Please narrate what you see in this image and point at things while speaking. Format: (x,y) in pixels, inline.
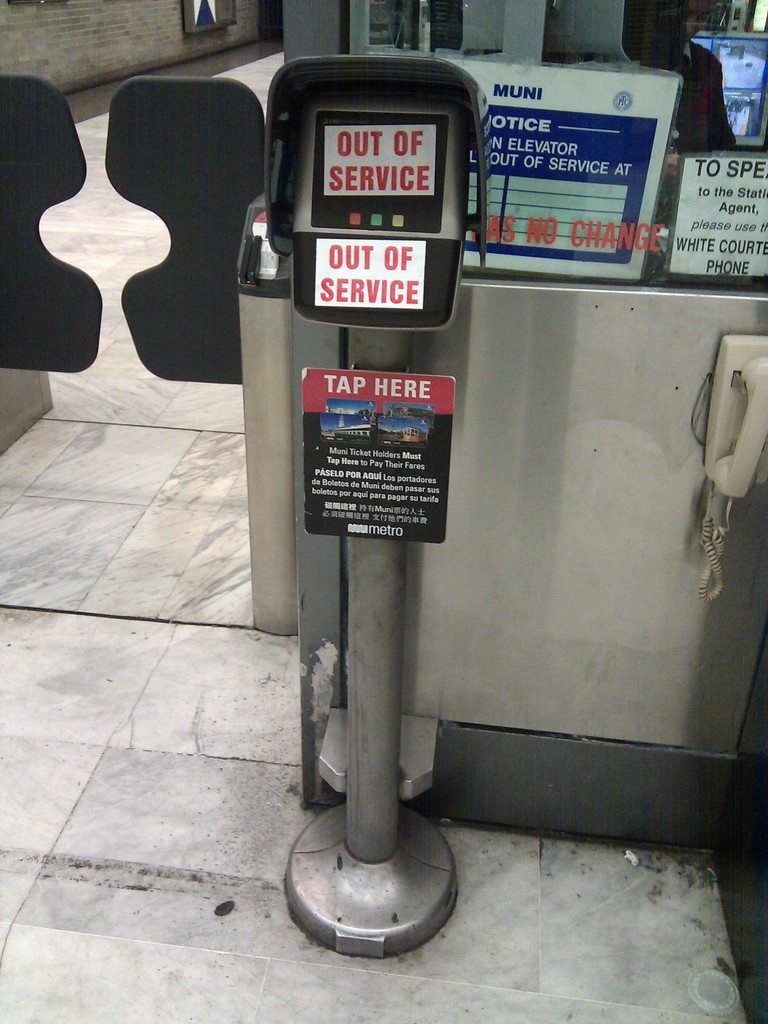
In this image I can see a machine (356,295). On the right side (626,224), I can see some board (610,193) with some text (711,221) written on it.
